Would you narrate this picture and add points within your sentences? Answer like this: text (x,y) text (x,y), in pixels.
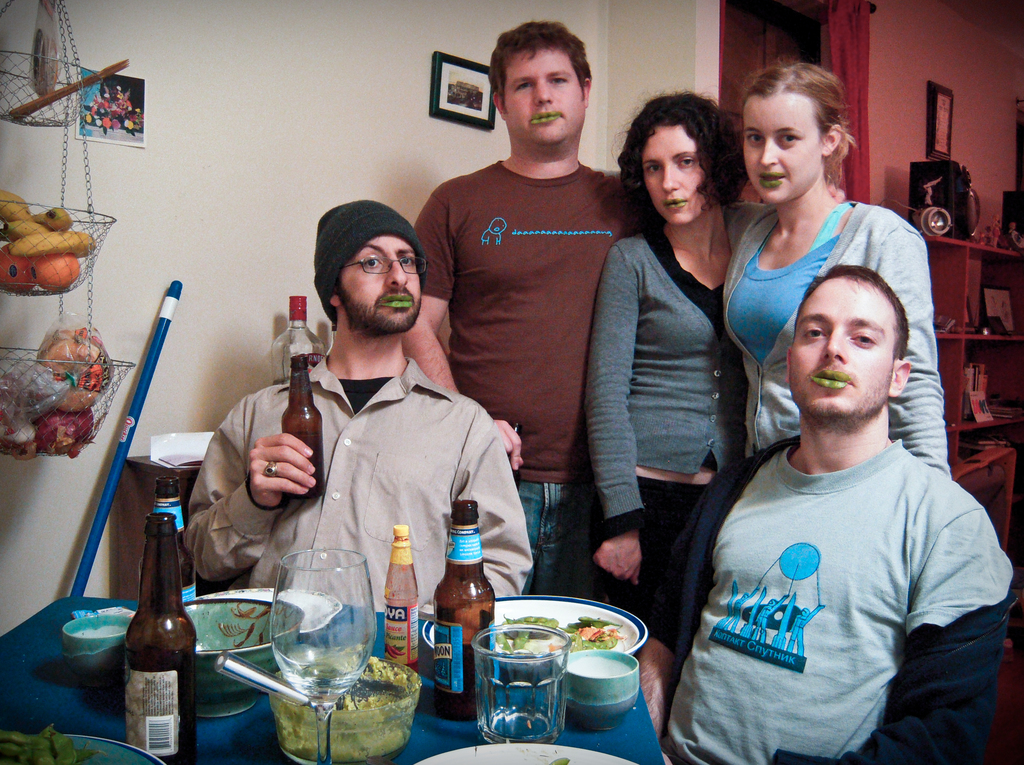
This is the picture of five people (629,353) among them two (813,516) are sitting on the chairs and three (623,378) are standing behind them in front of the table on which some things (416,609) and behind them there is a shelf (987,338) in which some things (982,407) are placed and beside there is a stand (61,53) in which there are some fruits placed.
